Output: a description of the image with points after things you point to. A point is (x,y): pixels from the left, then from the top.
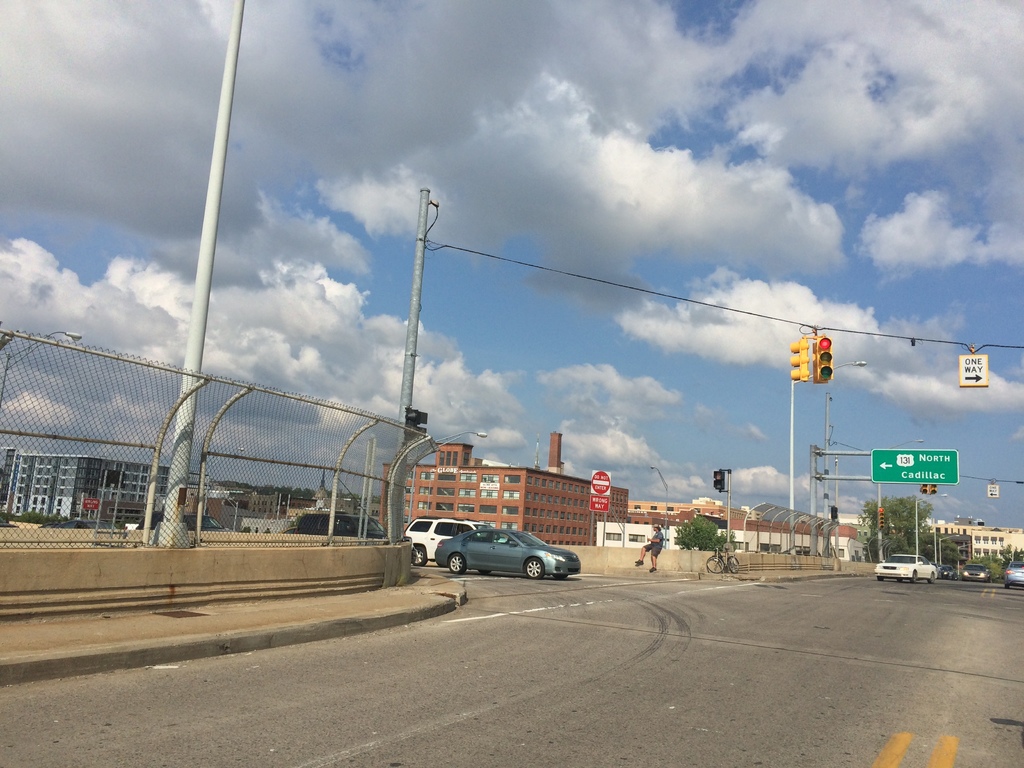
In this image, we can see a few buildings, vehicles (470,553) on the road (555,672), poles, traffic signals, lights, wires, trees (893,555), sign boards (921,470). Background (461,230) there is a cloudy sky (506,276). Left side of the image (272,447), we can see a mesh (314,426) with rods (162,436).
